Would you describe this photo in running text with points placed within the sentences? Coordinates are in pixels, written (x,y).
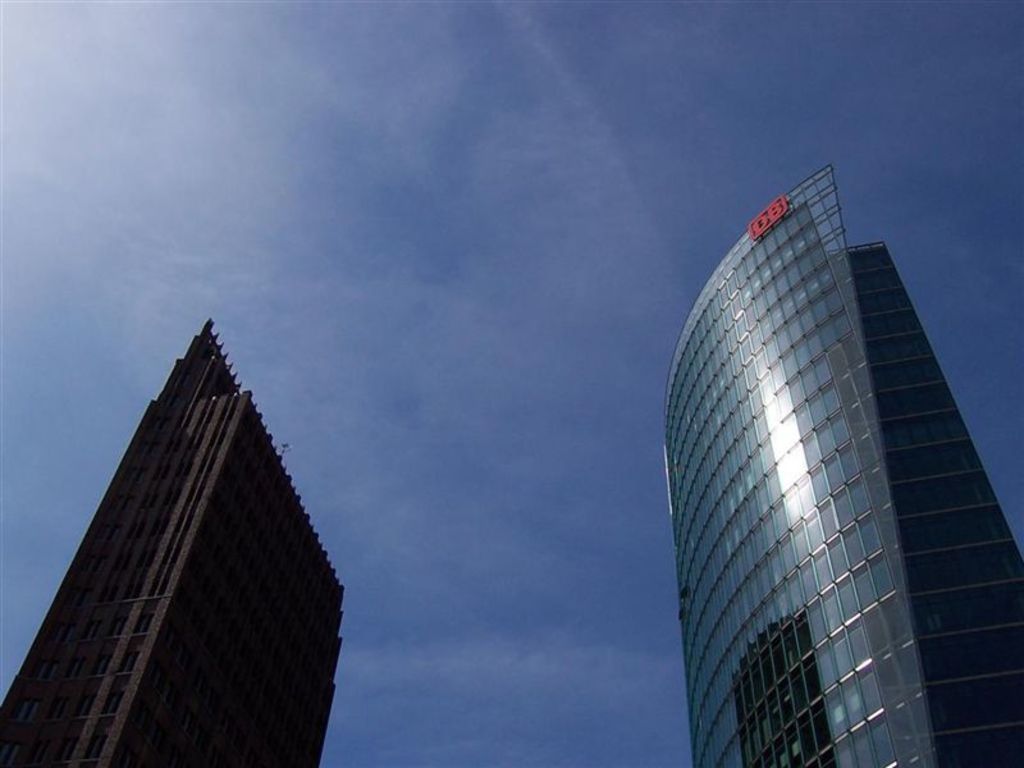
In this image, we can see two buildings (775,547), glass (765,526). Background (275,26) there is a sky (541,314).
